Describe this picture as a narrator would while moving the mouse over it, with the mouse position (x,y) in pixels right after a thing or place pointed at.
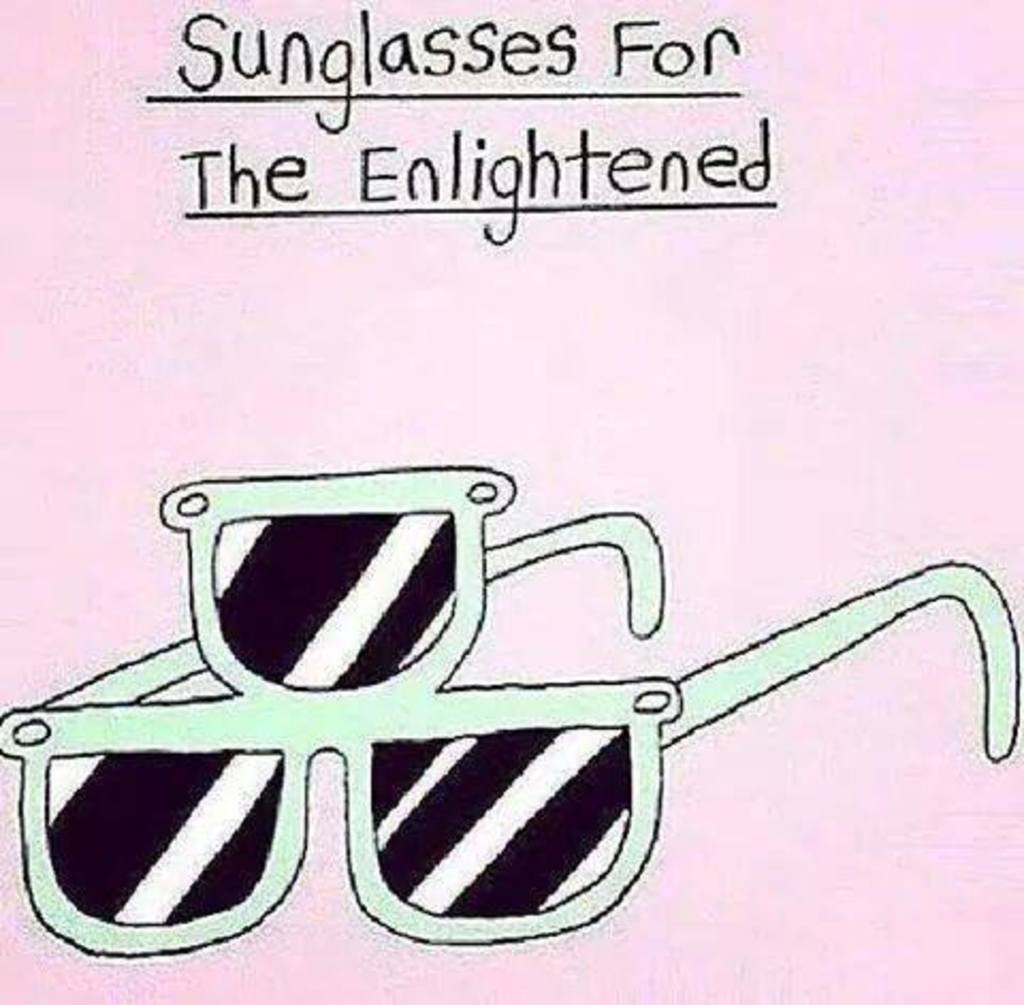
Here in this picture we can see a poster (151,260), in which we can see picture of goggles (165,647) and some text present over there.
